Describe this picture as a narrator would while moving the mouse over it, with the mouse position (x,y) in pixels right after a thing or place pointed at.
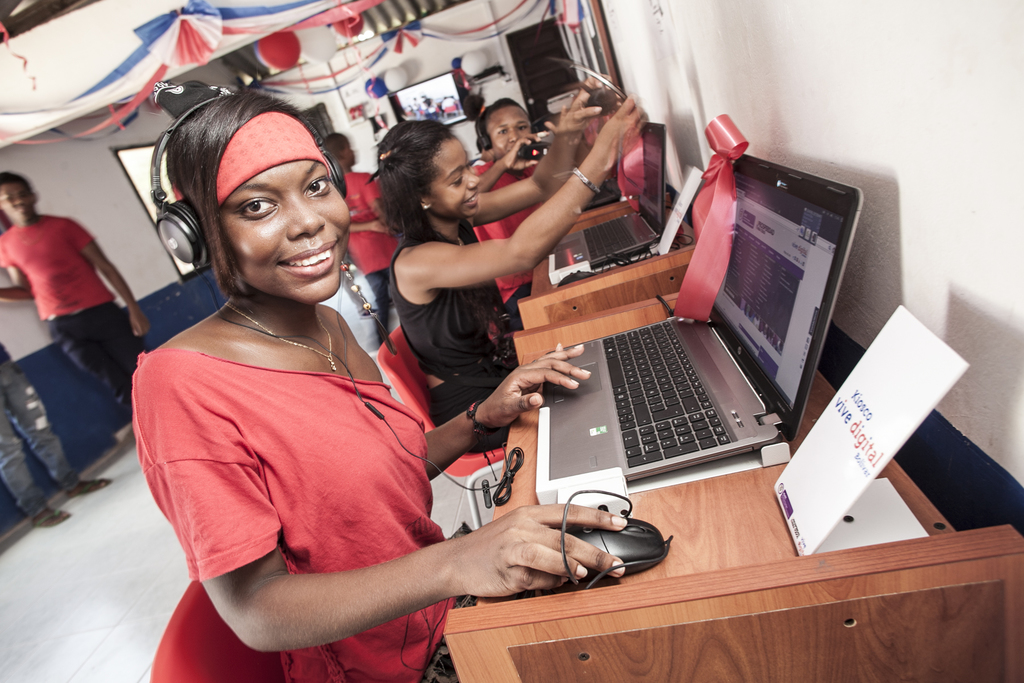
In this image there are few people (397,313) sitting in the chairs (408,403) and working with the laptops (637,395) which are in front of them. At the top (194,49) there are balloons (299,44) and some decorative items (135,90). In the background (40,280) there are two men (99,353) standing on the floor (57,538). In the background (415,94) there is a screen (401,94). The woman (301,452) in the front (301,435) is holding the mouse (606,545) and wearing the headphones (157,201).
